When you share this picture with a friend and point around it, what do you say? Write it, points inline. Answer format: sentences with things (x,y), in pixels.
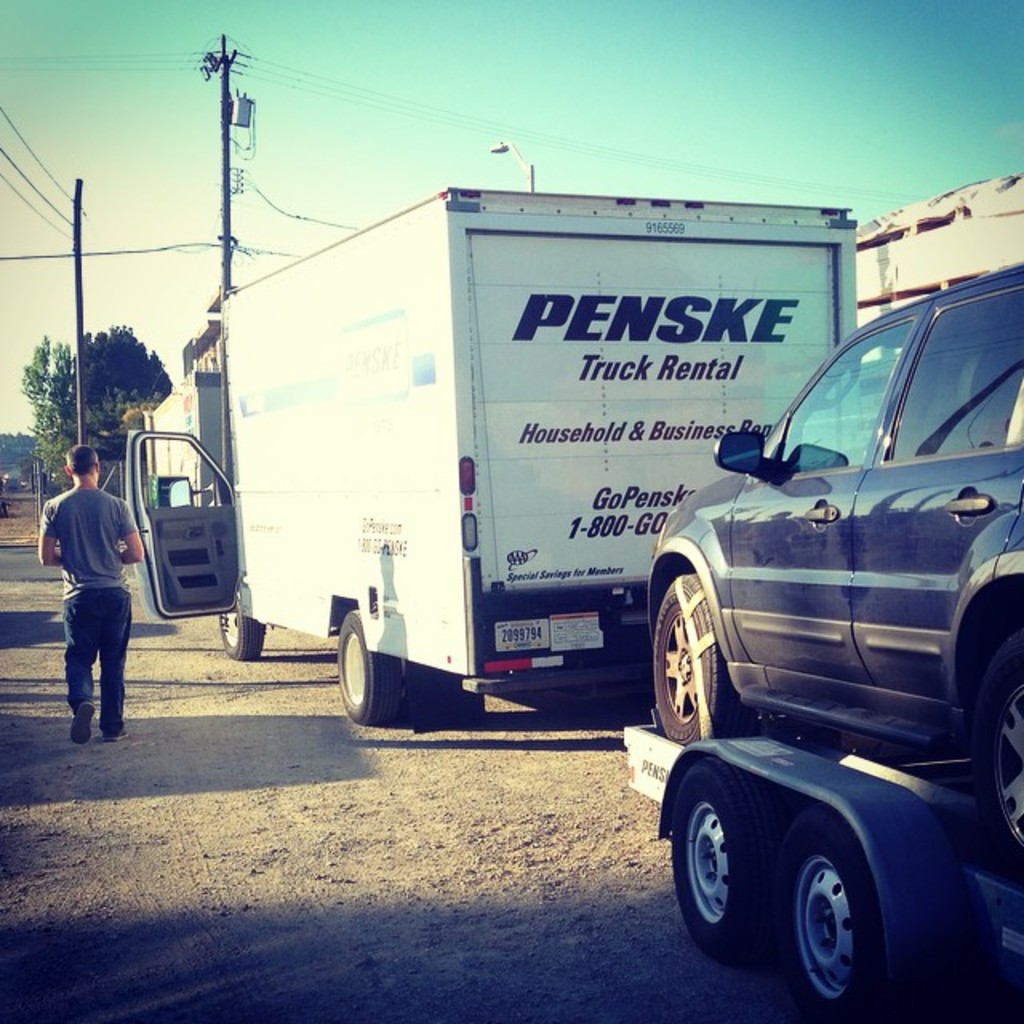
In this image, we can see vehicles (389,594) on the road (304,815). There is a person (78,614) on the left side of the image (62,540). In the background (134,368), we can see trees (122,372), buildings (201,420) and poles (78,330). At the top of the image (233,258), we can see the sky (386,88) and wires (301,75).
